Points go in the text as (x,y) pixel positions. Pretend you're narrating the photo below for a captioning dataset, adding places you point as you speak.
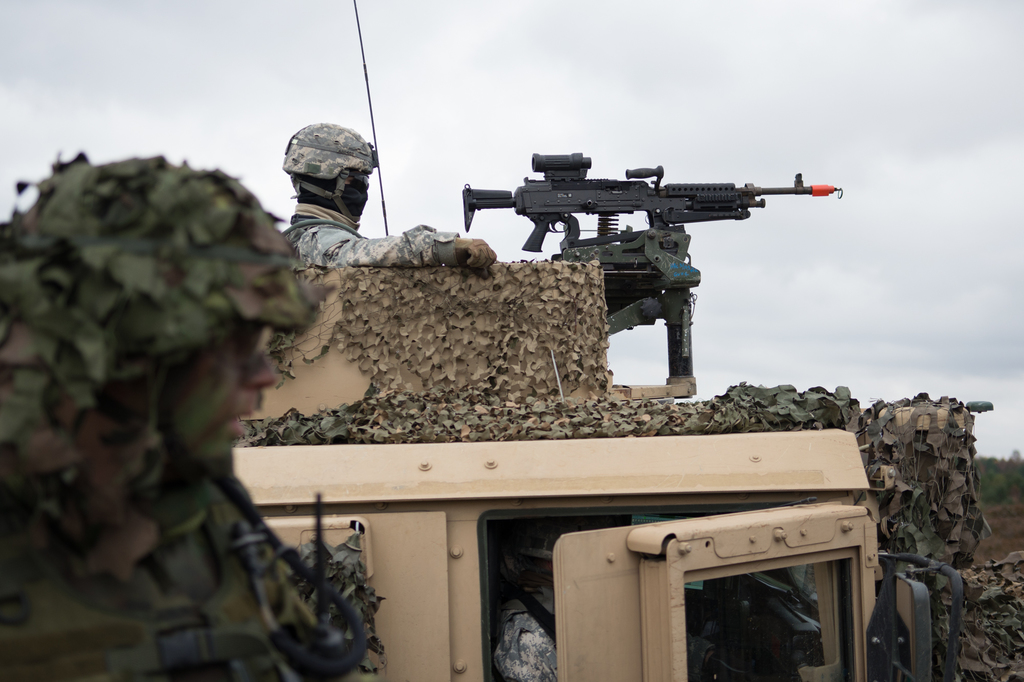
In this image we can see two people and a gun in a vehicle (558,582), some trees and the sky (883,271) which looks cloudy. In the foreground (126,470) we can see a person (48,627) wearing a helmet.
